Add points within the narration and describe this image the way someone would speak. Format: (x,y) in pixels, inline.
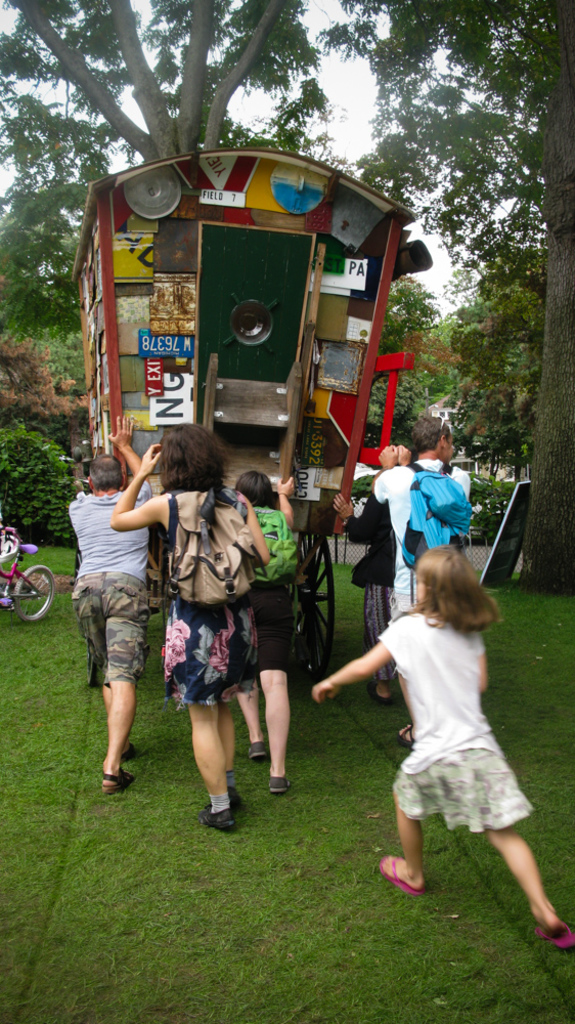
A colorful vehicle (176,356) is highlighted in this picture. Around this vehicle (152,248) a persons (97,516) are standing, as we can see there is a movement in his legs (124,710) and his hand (117,444), this man (104,576) is pushing this vehicle (230,383). This 2 womens (246,535) wore bag (243,576). This girl (449,602) is walking on a grass (401,852) as there is a movement in her legs (490,840). Far there are number of trees (41,165) in green color. Sky (355,88) is in white color. Bicycle (38,586) on grass (38,664).
